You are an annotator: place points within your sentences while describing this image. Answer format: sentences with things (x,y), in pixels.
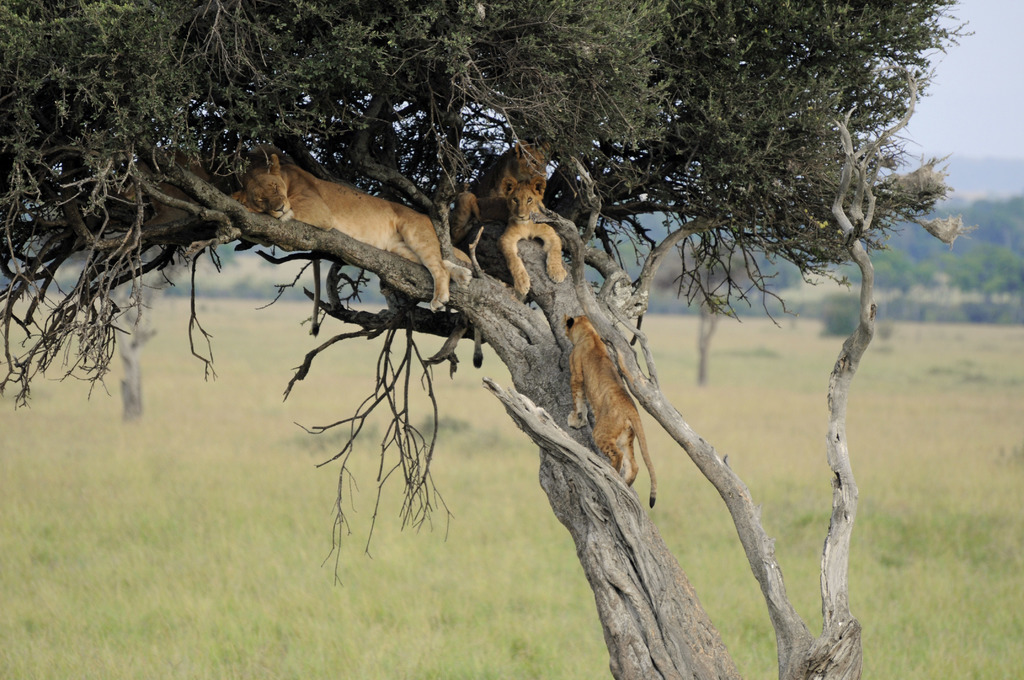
At the bottom of the image (273,601) I can see the grass (257,594). In the middle of the image (413,338) I can see trees (579,26) and animals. In the background (969,202), I can see groups of trees (969,202). There is a sky (935,124) on the top of this image (937,138). The given image is blurred.
